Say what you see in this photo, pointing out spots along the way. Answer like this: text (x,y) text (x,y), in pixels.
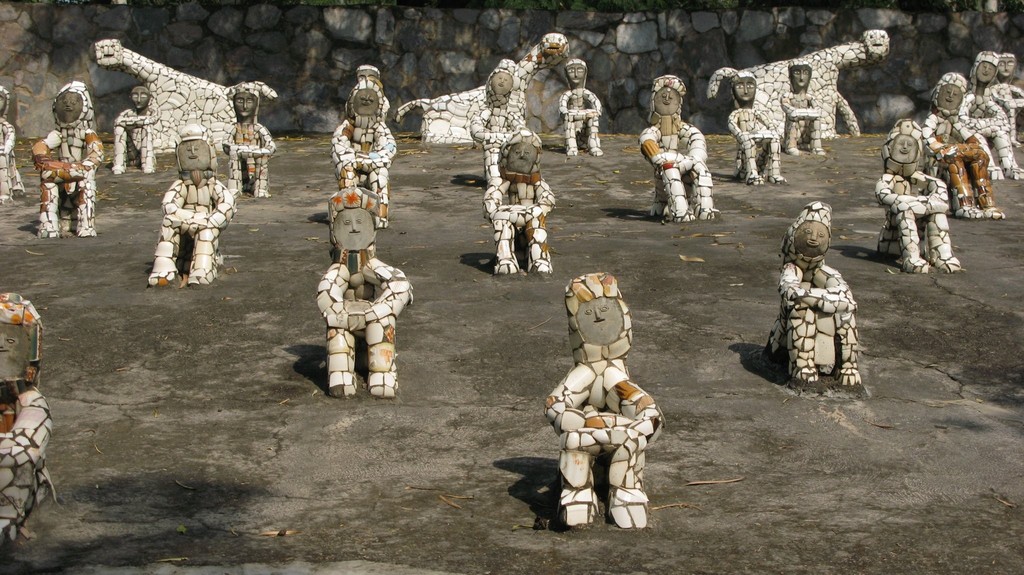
In this picture we can see statues (507,208) on the surface (810,427). In the background of the image (670,11) we can see stone wall (665,43).
